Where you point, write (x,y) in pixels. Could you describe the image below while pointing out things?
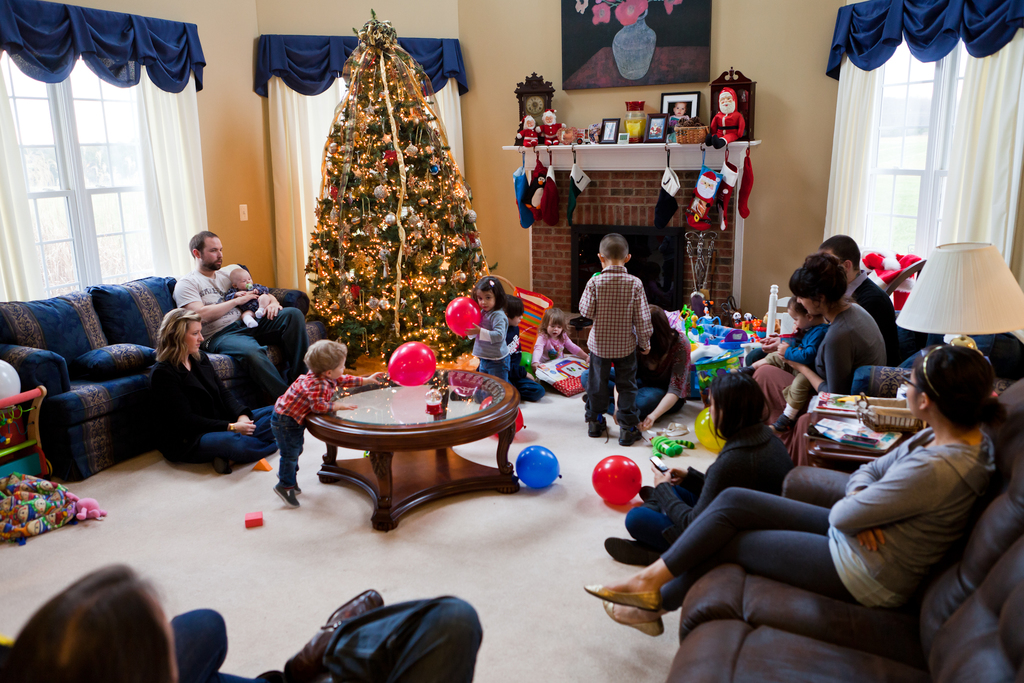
In this picture there are group of people (259,329) who are sitting on the chair (785,478). There is a woman (209,431) sitting on the ground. There is a girl (480,324) and a boy (320,375) holding a balloon (471,315). There are few objects (711,322) on the background (725,228). There is a toy (730,117), frame (682,113) and a clock (541,102) on the desk (540,154). There is a frame (630,45) on the wall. There is a curtain (321,74). There is a christmas tree (404,217) and lamp (965,297).
